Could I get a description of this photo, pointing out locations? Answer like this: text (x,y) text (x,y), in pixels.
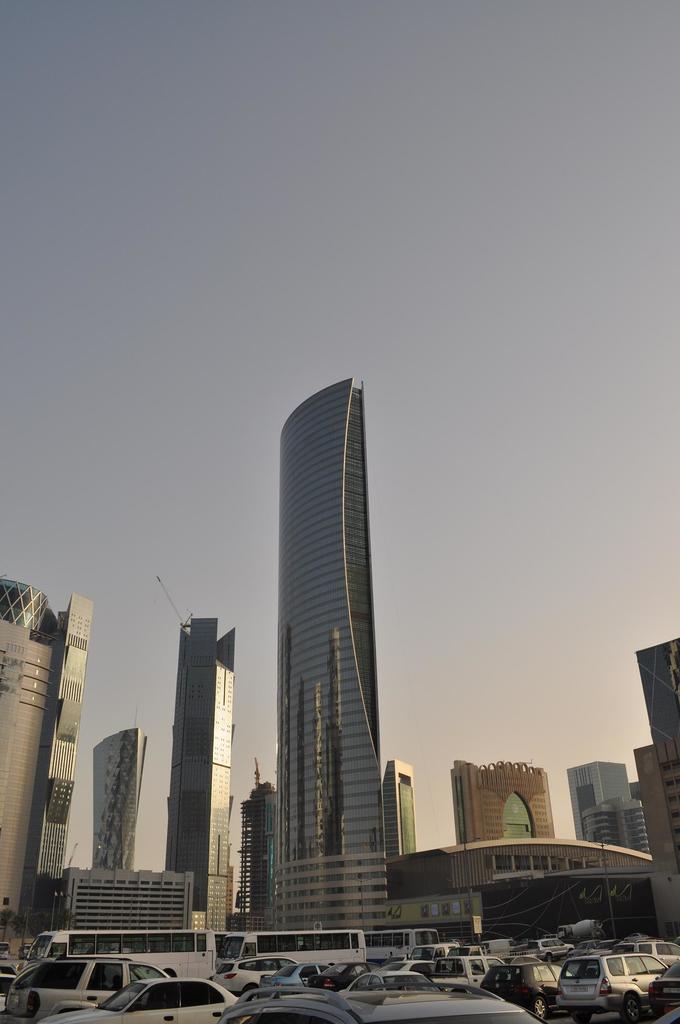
In this picture I can observe buildings (322,739). In the bottom of the picture (348,937) I can observe vehicles (241,987) on the road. In the background (185,244) I can observe sky (138,220).
